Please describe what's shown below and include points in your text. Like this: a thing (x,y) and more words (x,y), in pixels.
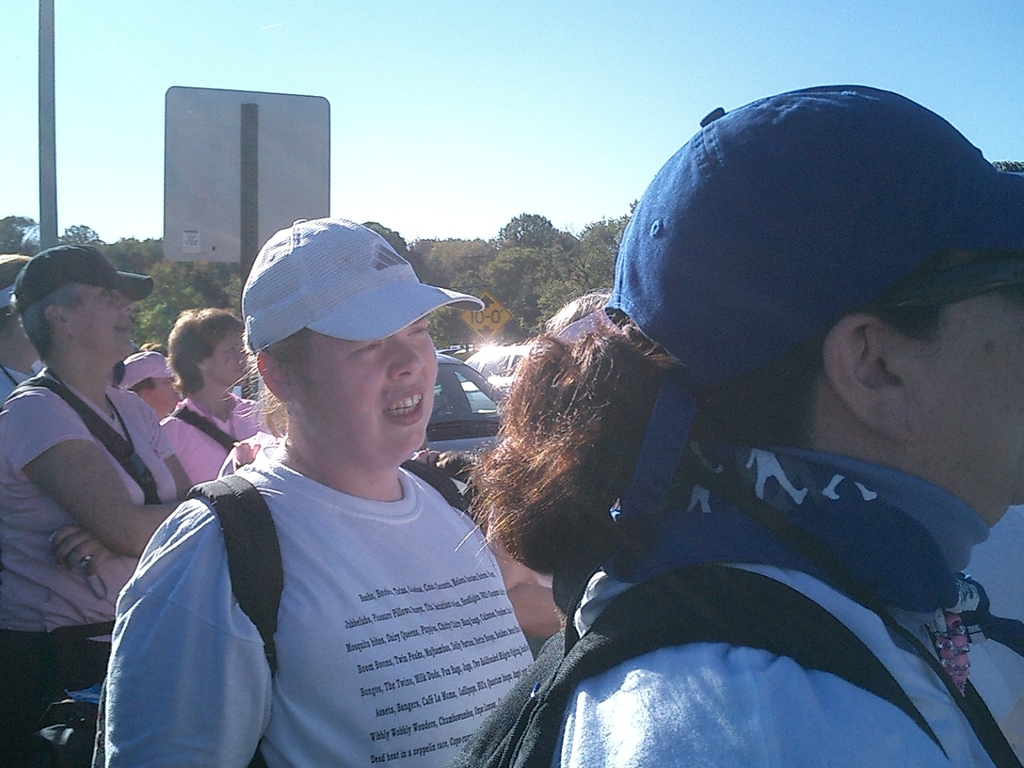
In this image we can see a group of people (506,547) and some vehicles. We can also see a pole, the signboards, a group of trees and the sky (739,21).
